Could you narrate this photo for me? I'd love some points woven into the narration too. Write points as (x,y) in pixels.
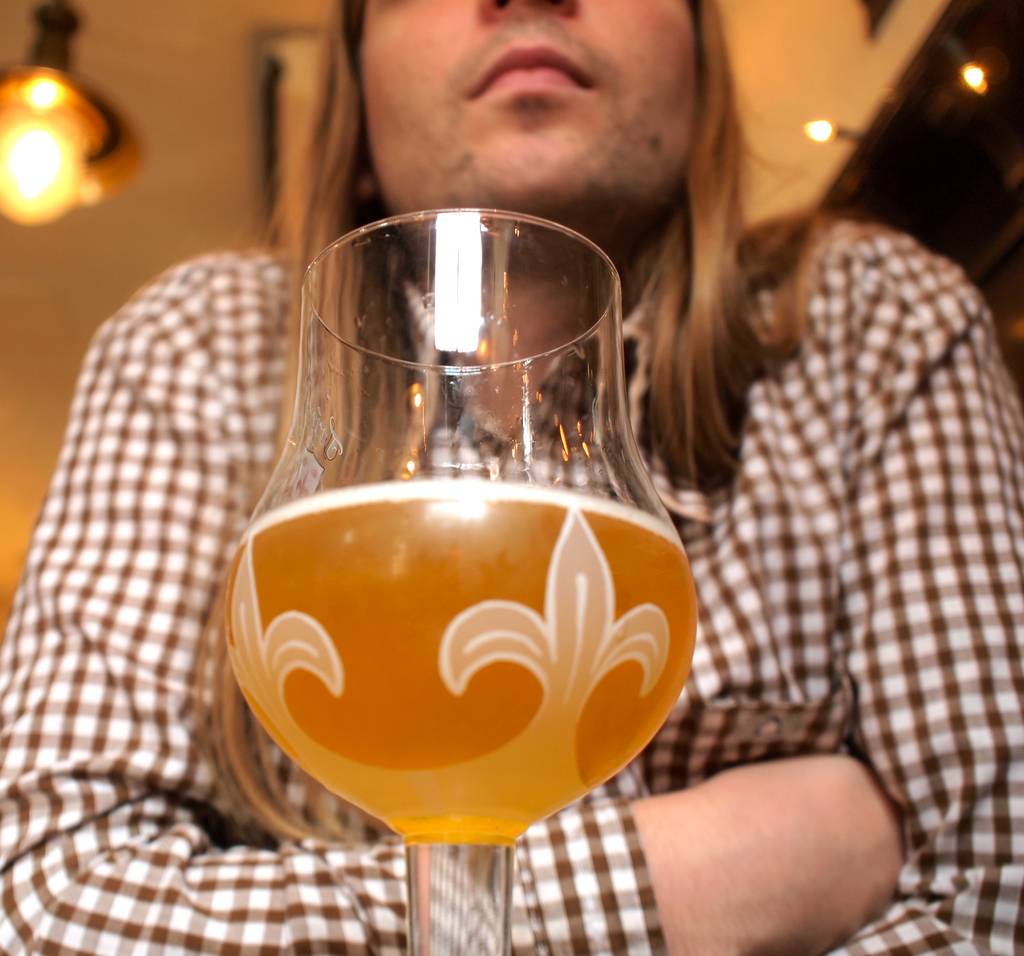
This image consists of a person (633,198). There is a glass (287,563) in front of him. There is some liquid (373,722) in that glass (413,803).
